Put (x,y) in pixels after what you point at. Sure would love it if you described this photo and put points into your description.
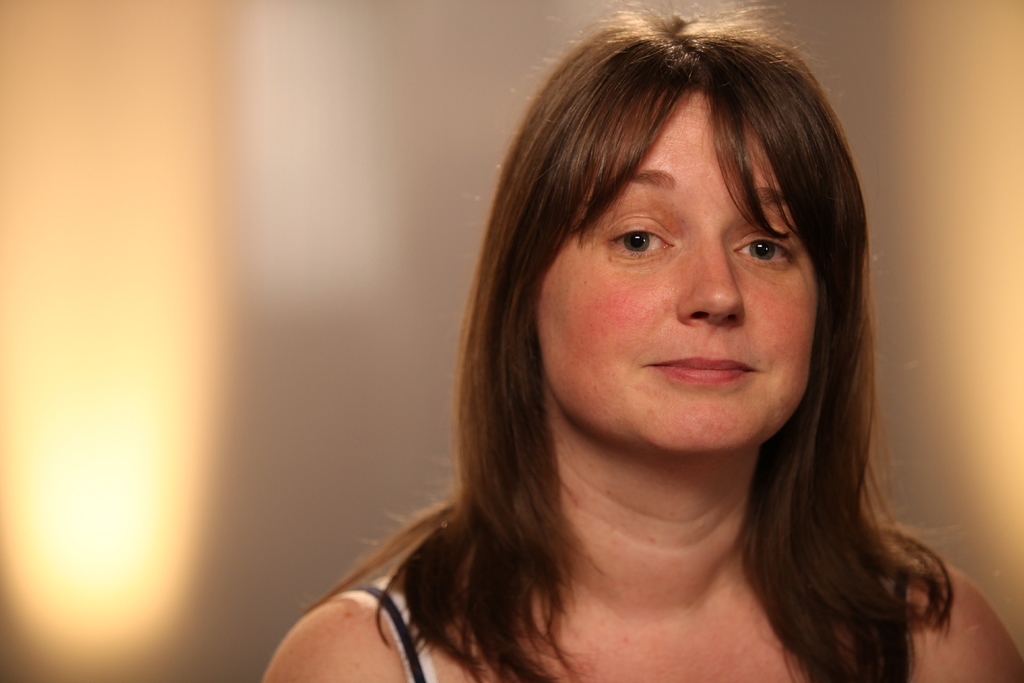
The woman (634,405) in front of the picture is looking at the camera. She is smiling. In the background (332,262), it is in white and yellow color. It is blurred in the background (972,472).
